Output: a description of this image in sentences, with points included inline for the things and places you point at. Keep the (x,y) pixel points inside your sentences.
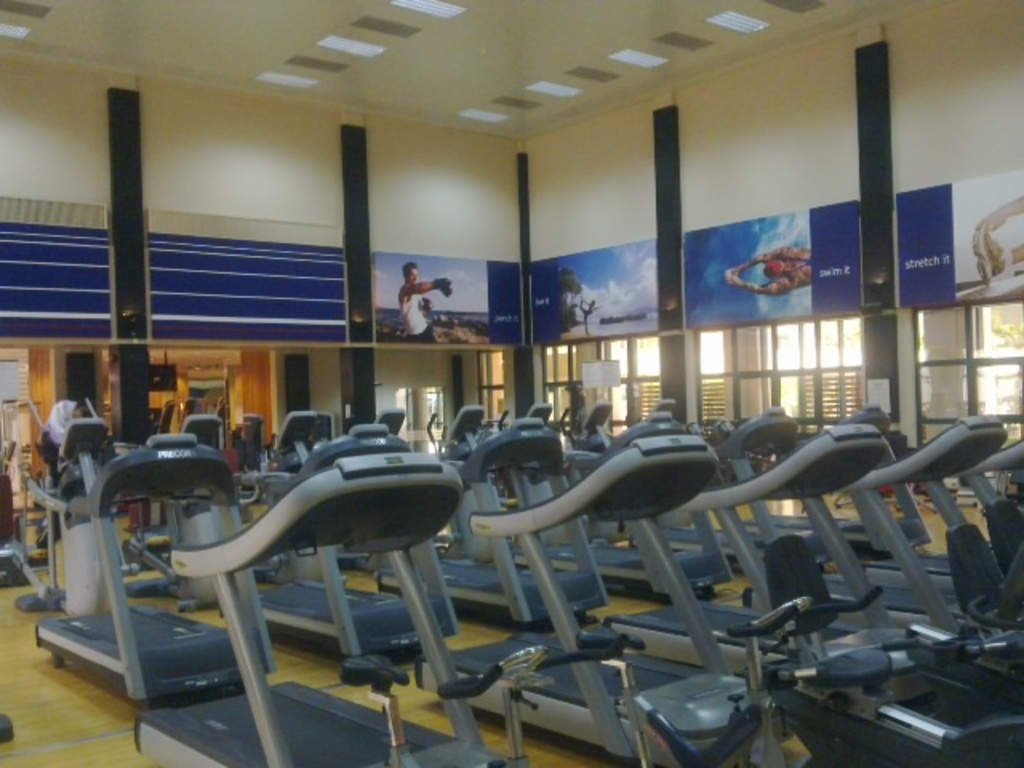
In this image we can see a group of treadmills (454,497) placed on the floor (405,700). On the backside (109,358) we can see a person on a treadmill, a wall (109,339) with some pictures (421,308) on it, some pillars (532,403) and a roof (347,88).
